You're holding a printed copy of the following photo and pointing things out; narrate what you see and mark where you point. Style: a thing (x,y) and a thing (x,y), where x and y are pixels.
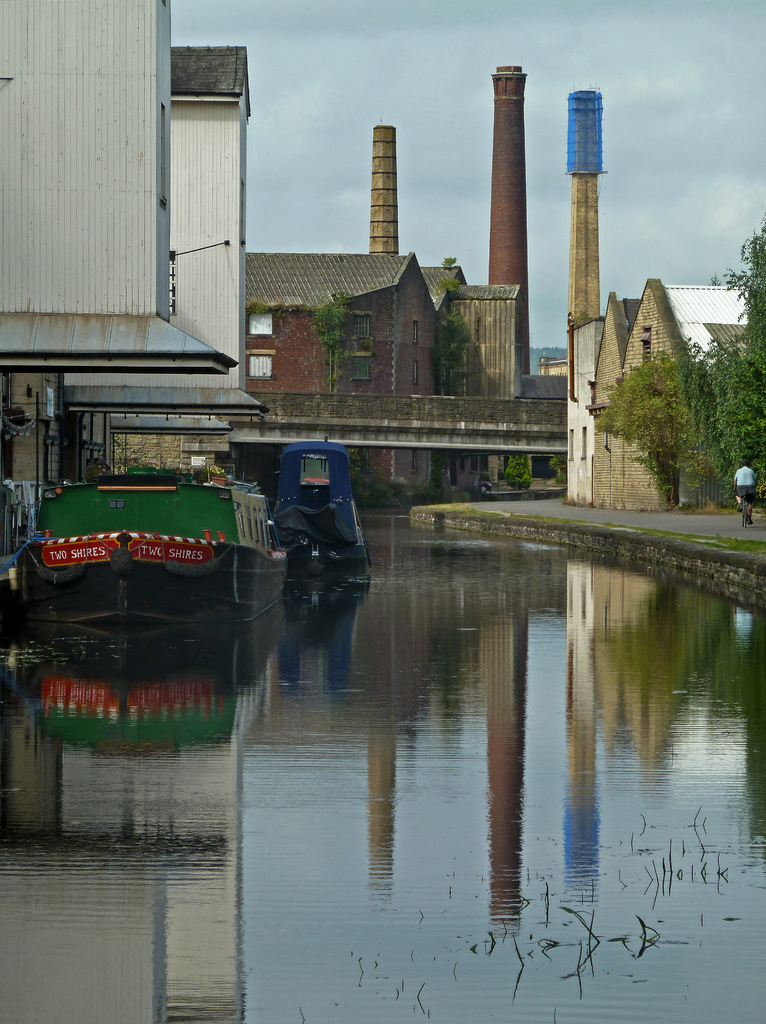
In this image, we can see boats (88,575) on the water (302,670) and in the background (292,288), there are buildings (657,340), trees (682,382), towers (571,309) and there is a person (745,494) riding bicycle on the road (698,518).
